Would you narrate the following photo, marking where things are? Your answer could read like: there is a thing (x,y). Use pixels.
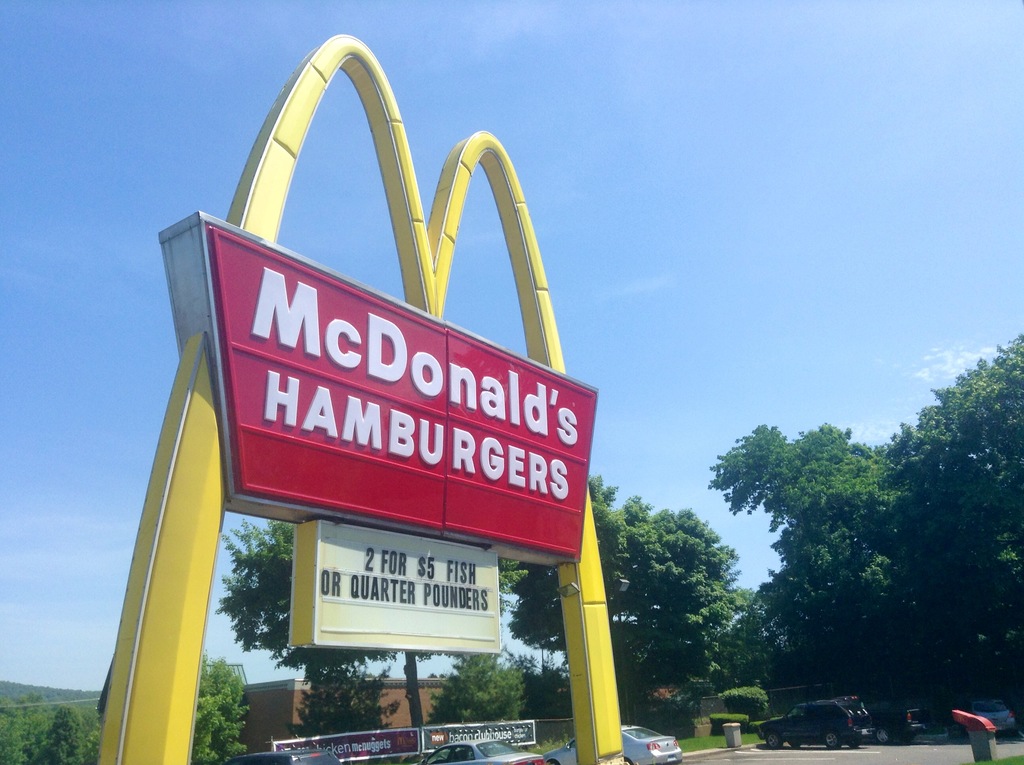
In this image I can see the ground (825,751), few vehicles (798,741) on the ground (759,740), few trees (818,617) and a huge board (532,523) which is red, white and yellow in color. In the background (791,312) I can see a building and the sky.
